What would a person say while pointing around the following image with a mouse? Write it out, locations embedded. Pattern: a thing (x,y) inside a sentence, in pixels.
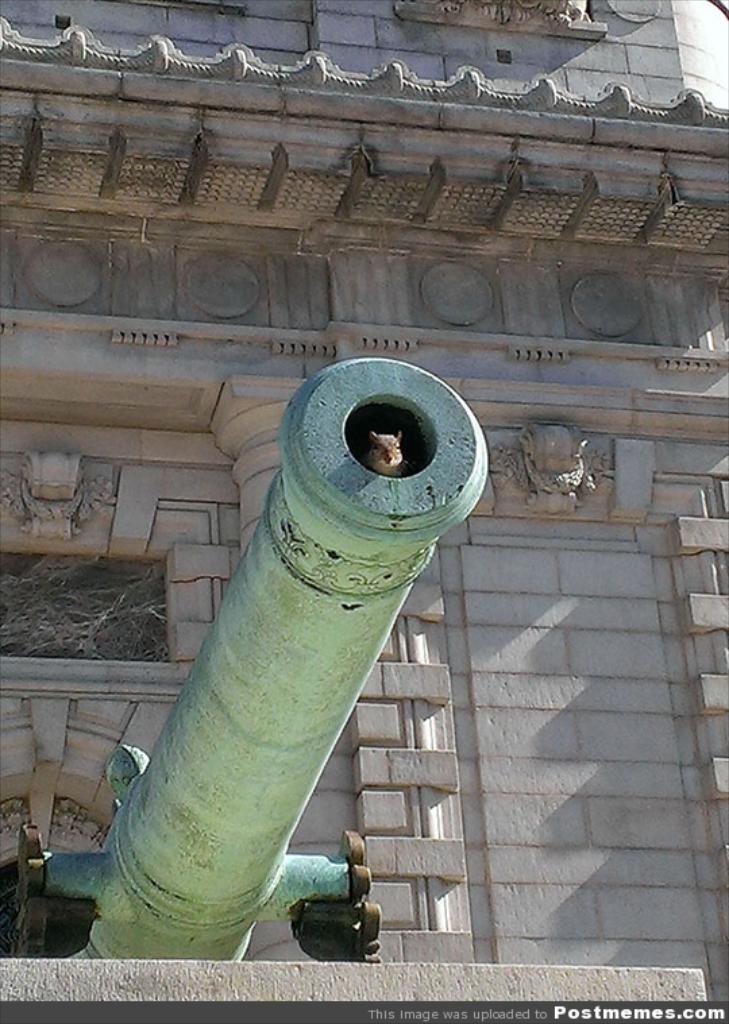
In the picture we can see a Cannon (205,785) near the building (610,640) and a squirrel (380,452) in the hole (375,416) and in the background (214,443), we can see a historical building (672,416) and some sculptures (52,491) on the wall (171,389).
